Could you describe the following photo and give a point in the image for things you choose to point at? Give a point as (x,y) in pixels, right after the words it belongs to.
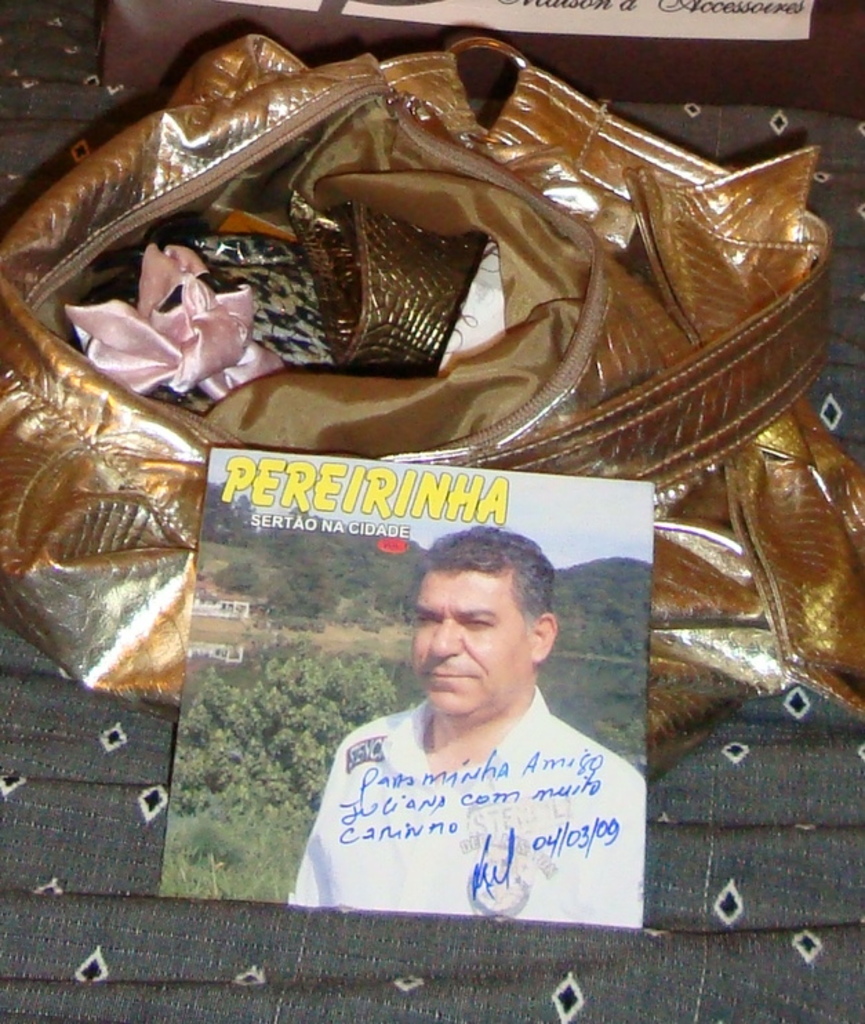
In this image there is a purse (83,626) in golden brown. Before that there is a photo (263,614) of a person (591,792), he wears a white shirt (368,782). In the photo (571,660) there is a background of trees (267,673) and house (223,608).
